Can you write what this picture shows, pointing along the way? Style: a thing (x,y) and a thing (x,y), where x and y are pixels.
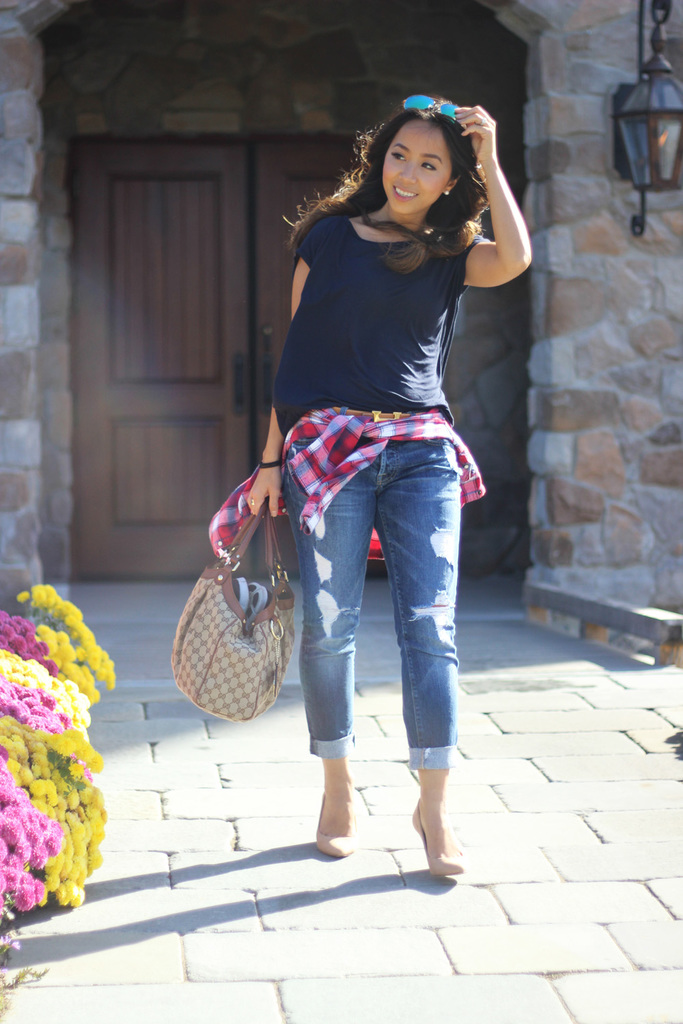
This picture shows a woman (387,188) walking with a smile on her face (425,185) and she holds a hand bag (267,524) in her hand (274,489) and we see few flowers (1,623) on the side and we see a door (327,175) back of her
